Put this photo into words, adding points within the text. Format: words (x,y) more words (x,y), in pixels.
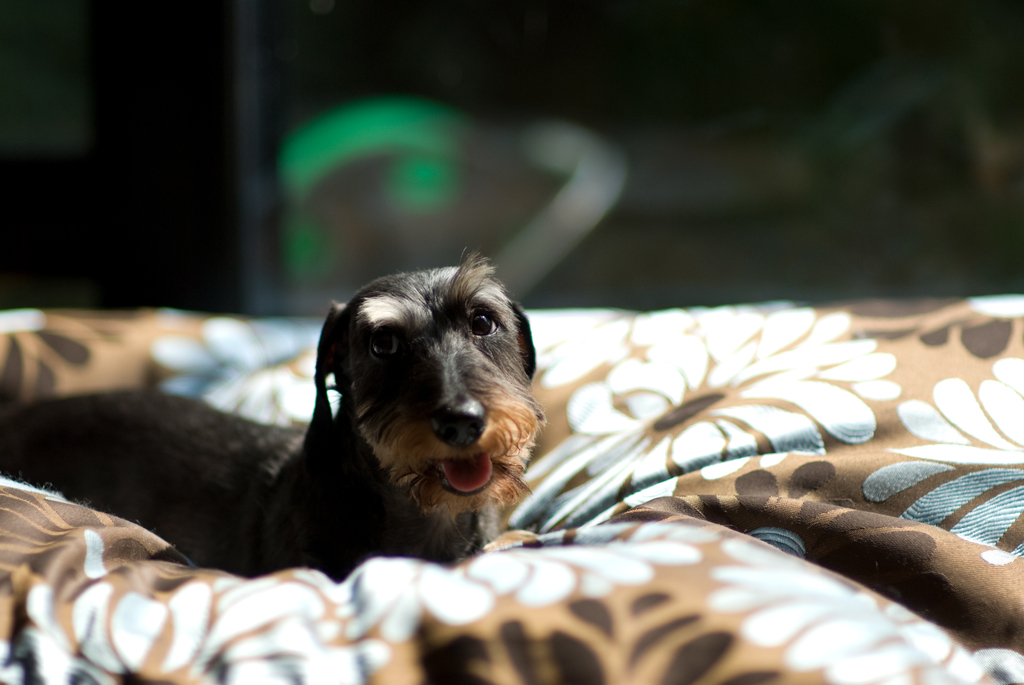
In this image I can see a dog (325,440) in black and brown color. It is on the blanket (812,505) which is in brown and white color. Background (790,101) is blurred.
